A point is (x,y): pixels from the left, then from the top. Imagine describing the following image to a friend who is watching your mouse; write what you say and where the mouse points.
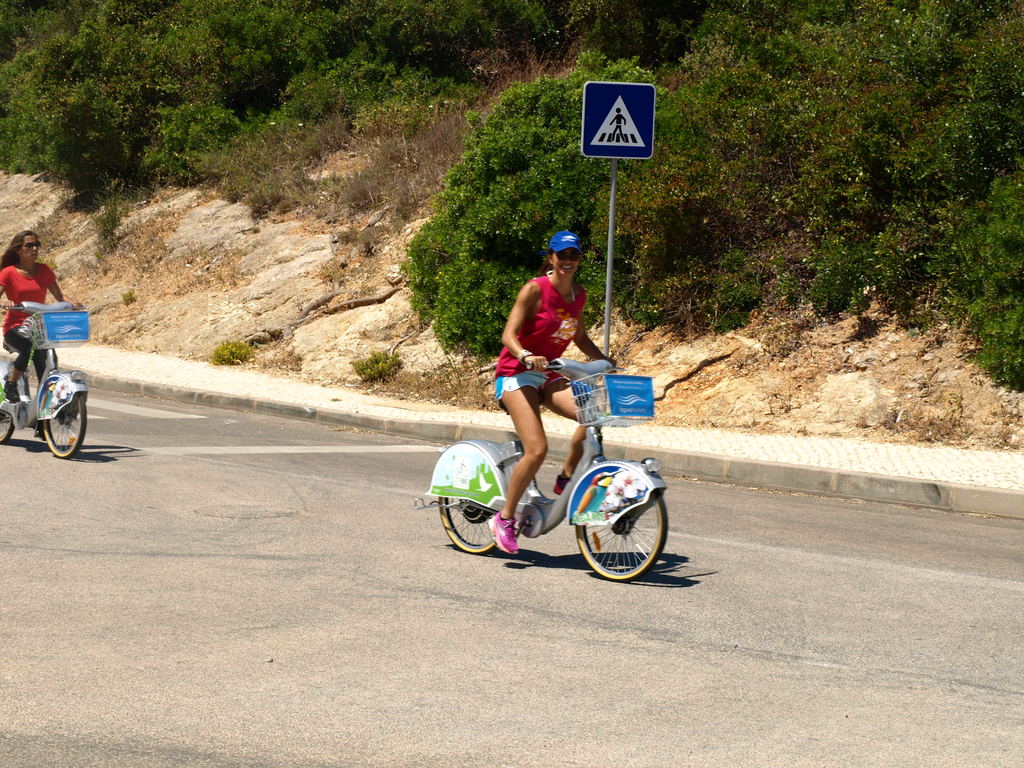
In this image I can see two people (506,523) sitting on the bicycles (504,497). I can see the road (441,664). In the background (312,298), I can see the stones (291,284) and the trees (838,187).
